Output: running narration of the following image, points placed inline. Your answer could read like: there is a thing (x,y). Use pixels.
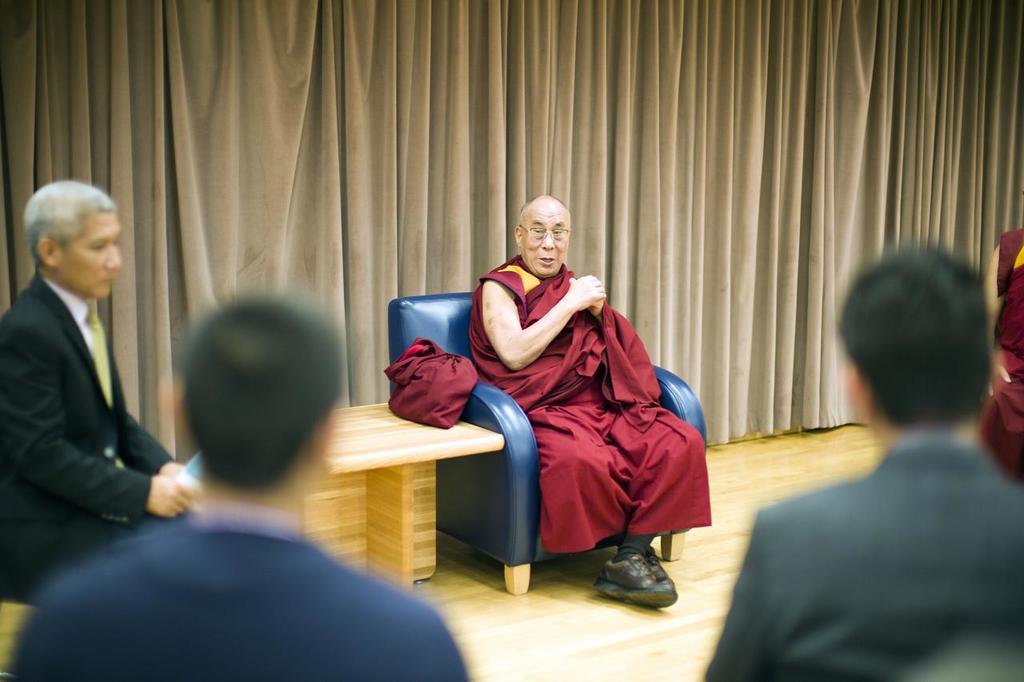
In this image, we can see some people (989,569) sitting, at the middle (547,422) there is an old man (574,388) sitting on a blue color sofa (494,482), there is a table (383,447), in the background (421,92) there are some curtains (505,138).
